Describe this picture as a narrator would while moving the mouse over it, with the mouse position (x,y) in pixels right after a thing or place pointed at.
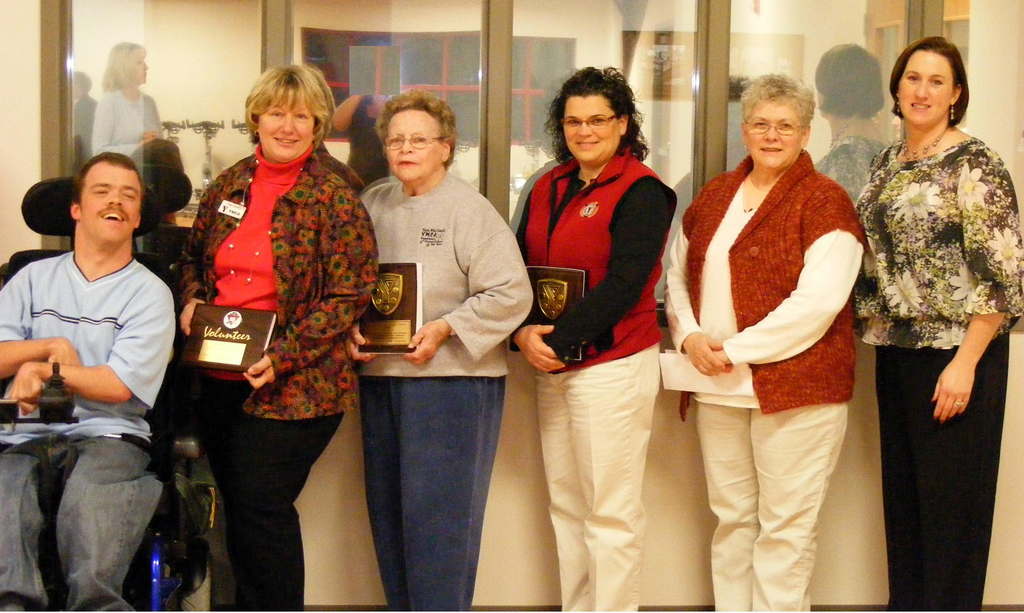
There is a group of persons (303,323) standing as we can see in the middle of this image (494,395). The persons (414,389) standing in the middle (449,389) is holding some award plaques (393,291). There is one person (110,354) sitting on the left side (43,381). There is a glass wall (466,167) in the background (559,79).
